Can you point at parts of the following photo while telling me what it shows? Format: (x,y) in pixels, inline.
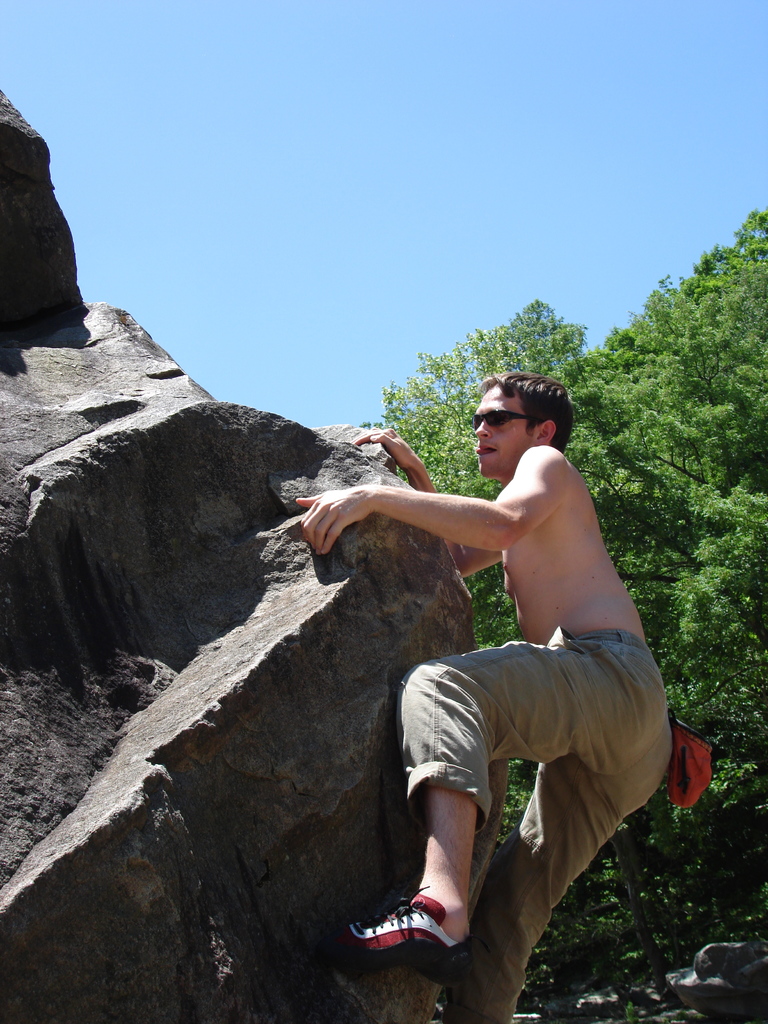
In this picture we can see man (548,570) wore goggle (509,420), chalk bag (692,780) at his back (603,584) trying to climb the rock (277,504) and in background (612,312) we can see trees (704,560), sky (471,250).
